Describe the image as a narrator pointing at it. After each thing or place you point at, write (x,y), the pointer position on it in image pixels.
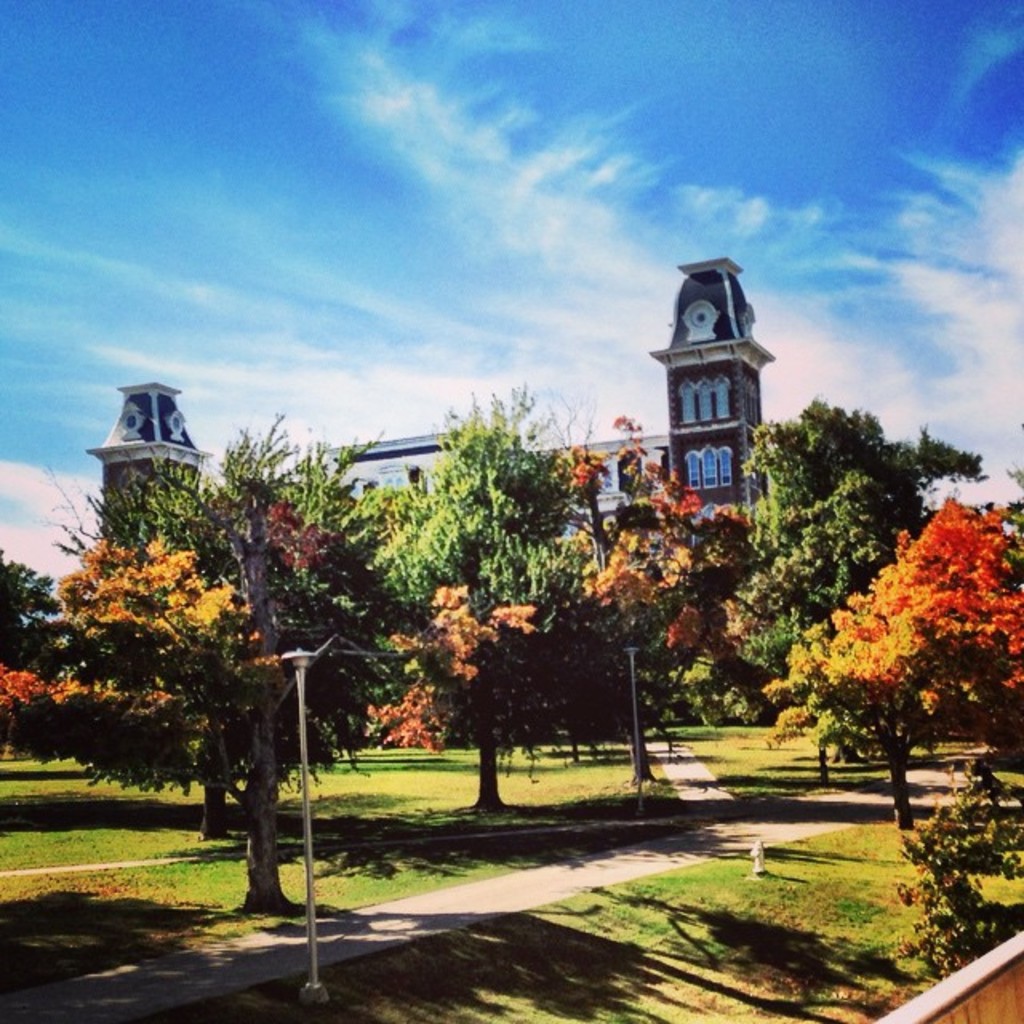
In this image there are trees (393,688), building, plants (949,837), and at the bottom (407,948) there is a walkway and grass (811,944) and objects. And at the top of the image (336,182) there is sky (336,182).
